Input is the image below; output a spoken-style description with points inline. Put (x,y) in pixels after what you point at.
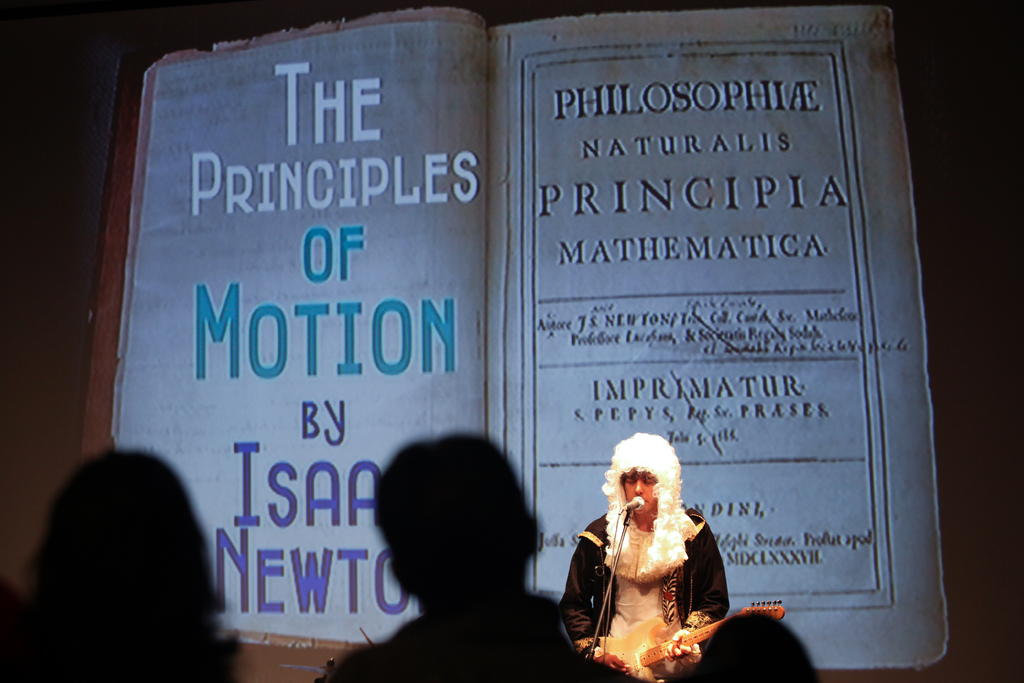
In this image, on the right (683,633) there is a person (629,590), he is holding a guitar (643,640), in front of him there is a mic (640,508). At the bottom (559,663) there are people (549,650). In the background (506,275) there is a screen (518,286), book (556,227), text (571,259).
